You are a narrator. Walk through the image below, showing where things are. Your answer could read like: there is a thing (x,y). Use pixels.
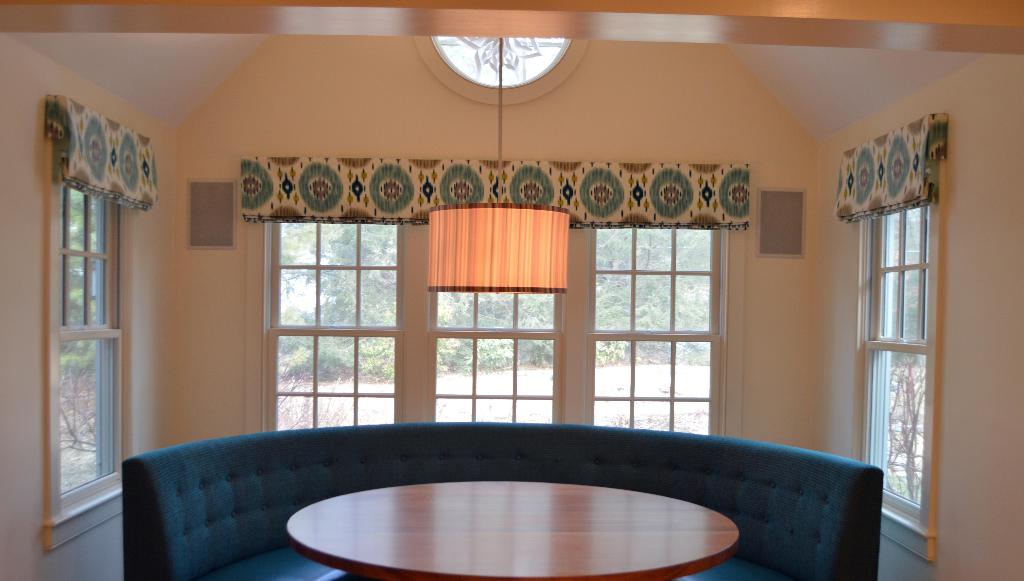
In the center of the image (501,227) there is a light (461,235) and windows (376,372). On the right side of the image (883,375) there is a window (931,338). On the left side of the image (88,328) we can see window (80,393). At the bottom (292,458) there table (574,500) and sofa (616,480). In the background (641,308) there are trees (642,323).
